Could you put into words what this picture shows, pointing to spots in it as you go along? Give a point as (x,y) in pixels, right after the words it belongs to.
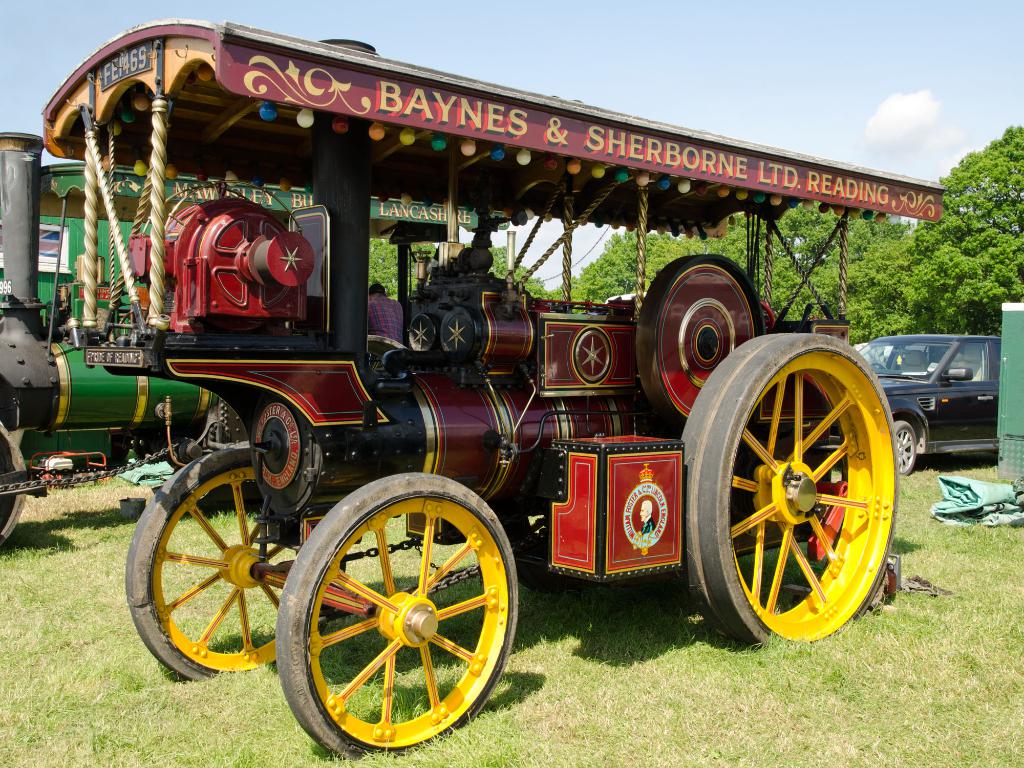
In the center of the image (466,456) we can see two steam vehicles (210,328). And we can see some text (596,148) on the vehicles (442,160). And we can see one person (394,305) is sitting in one of the vehicles (676,227). In the background (554,232), we can see the sky (871,97), clouds (909,89), one vehicle (976,396), grass (945,547) and a few other objects (66,245).
